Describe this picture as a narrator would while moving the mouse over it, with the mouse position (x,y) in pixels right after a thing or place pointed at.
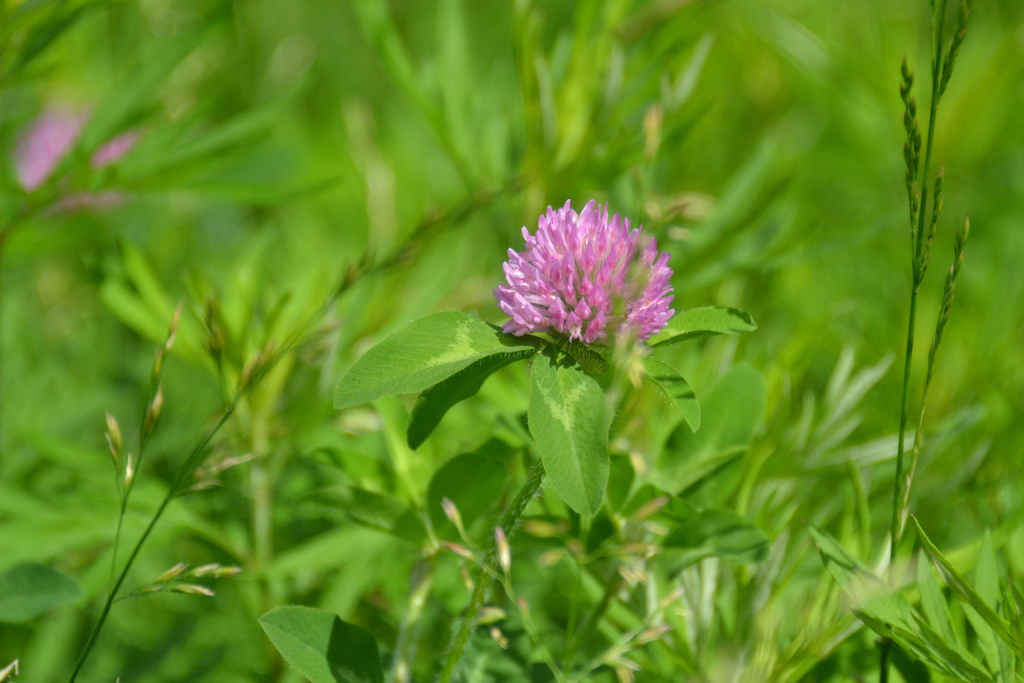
In the center of the image (596,268) there is a flower (572,285) to the plant (448,486). In the background (167,332) there are plants (715,92).
